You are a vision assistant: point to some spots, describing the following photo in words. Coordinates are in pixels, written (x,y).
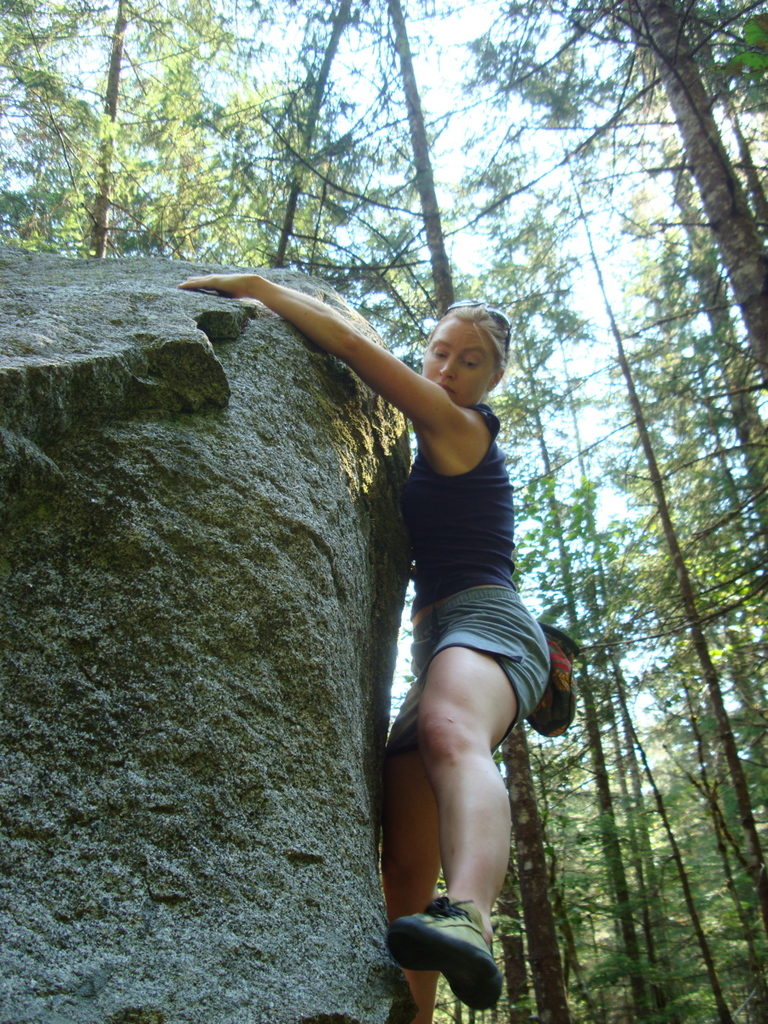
In this image we can see a woman (435,704) holding a rock (332,693). On the backside (300,225) we can see a group of trees (536,268) and the sky (447,100).
